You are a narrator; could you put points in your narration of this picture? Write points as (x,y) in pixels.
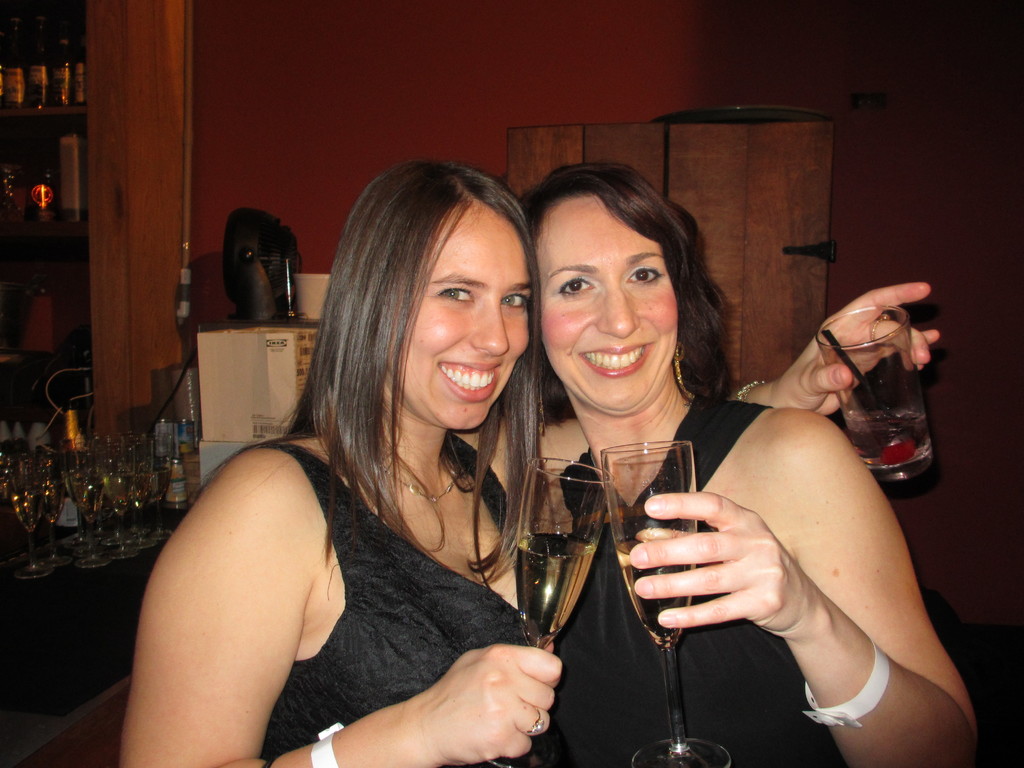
this picture show two women (853,604) standing with a smile (644,360) on the faces (571,380) holding wine glasses (565,593) in their hand (817,585) and we see few bottles (65,508) and glasses (5,471) on their back (44,306).
